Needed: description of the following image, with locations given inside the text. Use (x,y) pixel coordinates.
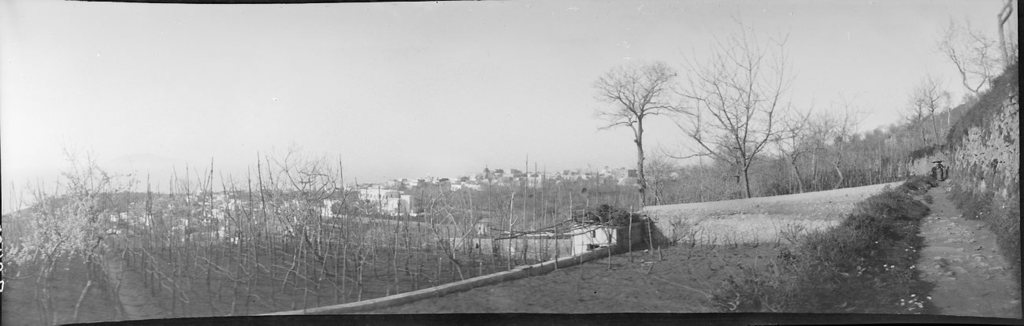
This picture seems to be an edited image with the black borders (657,317) and the picture is clicked outside the city. On the right (887,244) we can see the plants (894,234) and dry branches (607,215). In the background (506,74) there is a sky (513,136), trees (568,203) and buildings (388,196).
